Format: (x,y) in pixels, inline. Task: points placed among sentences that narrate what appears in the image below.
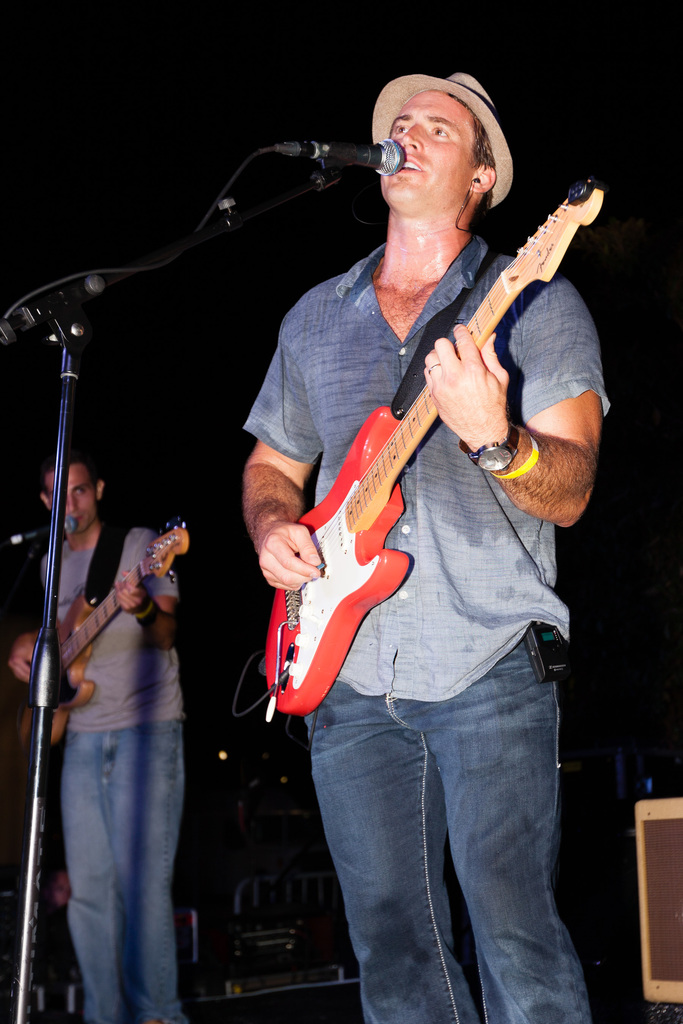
This image contains two persons (415,1009) standing. Person (419,170) at the right side (544,1008) is playing guitar (297,695). He is wearing watch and cap (499,126) over his head (397,140). Person (167,890) at the left (167,890) is wearing a shirt (90,677) and a pant (162,883). There are mics (315,147) before them.
